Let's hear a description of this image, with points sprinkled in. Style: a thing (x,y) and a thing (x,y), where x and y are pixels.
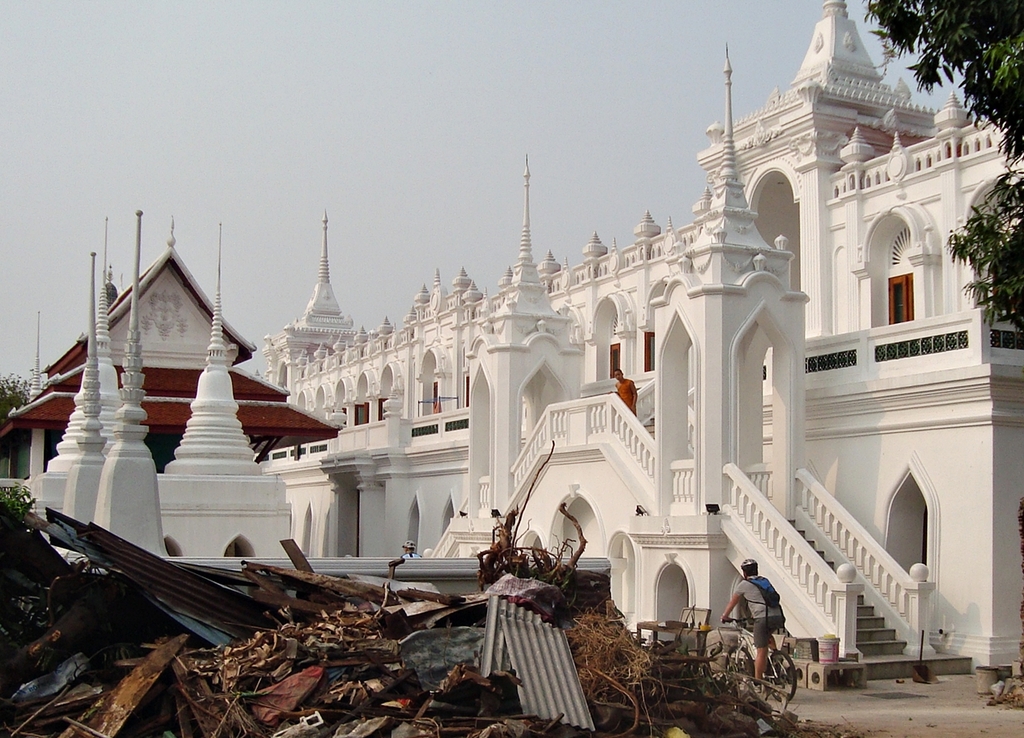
In this image there is a white color building (754,338), on which there is a person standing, in front of the building (659,394), there is a person (751,571) riding on bicycle (739,618) visible in the middle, at the bottom (549,666) there are metal objects (553,649), wires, wooden planks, kept on the floor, on the left side (63,424) there is a small building (157,365), at the top (383,143) there is the sky (358,96), in the top right (956,43) there are some leaves (978,10) visible.
